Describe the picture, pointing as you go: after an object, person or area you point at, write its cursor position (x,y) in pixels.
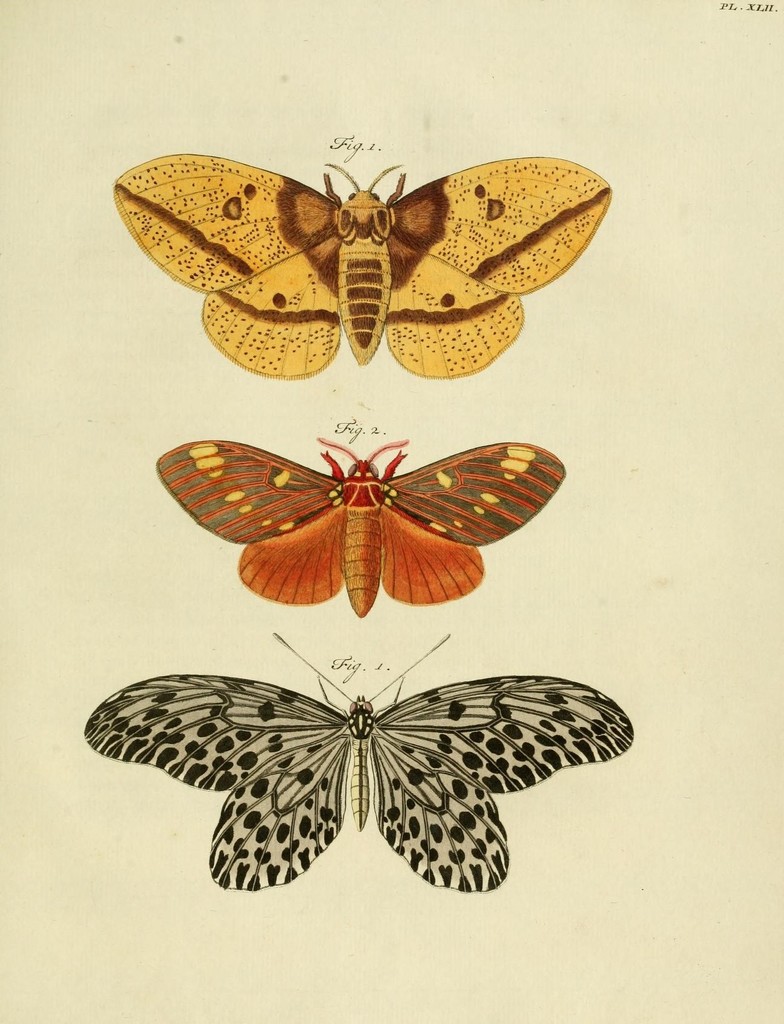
In the image there are three pictures (333,465) of butterflies (361,728) they are of different colors.
